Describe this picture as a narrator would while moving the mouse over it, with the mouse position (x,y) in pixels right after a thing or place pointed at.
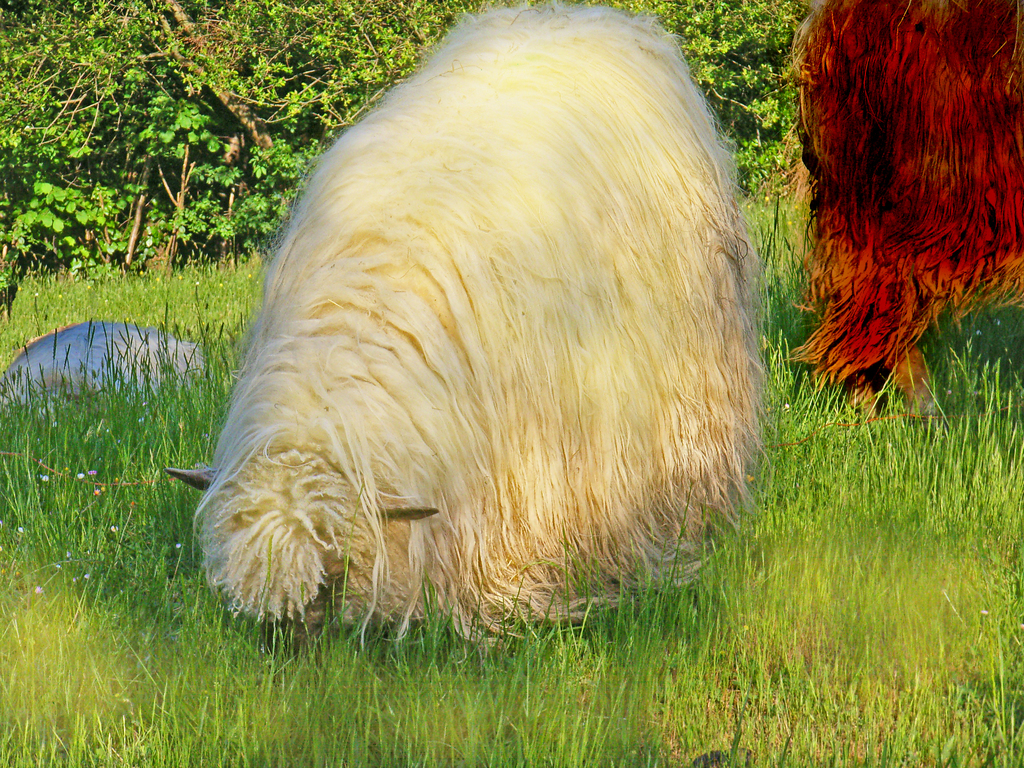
In this image there are a few animals (514,381) on the surface (30,521) of the grass (594,681). In the background (380,13) there are trees (357,68).
